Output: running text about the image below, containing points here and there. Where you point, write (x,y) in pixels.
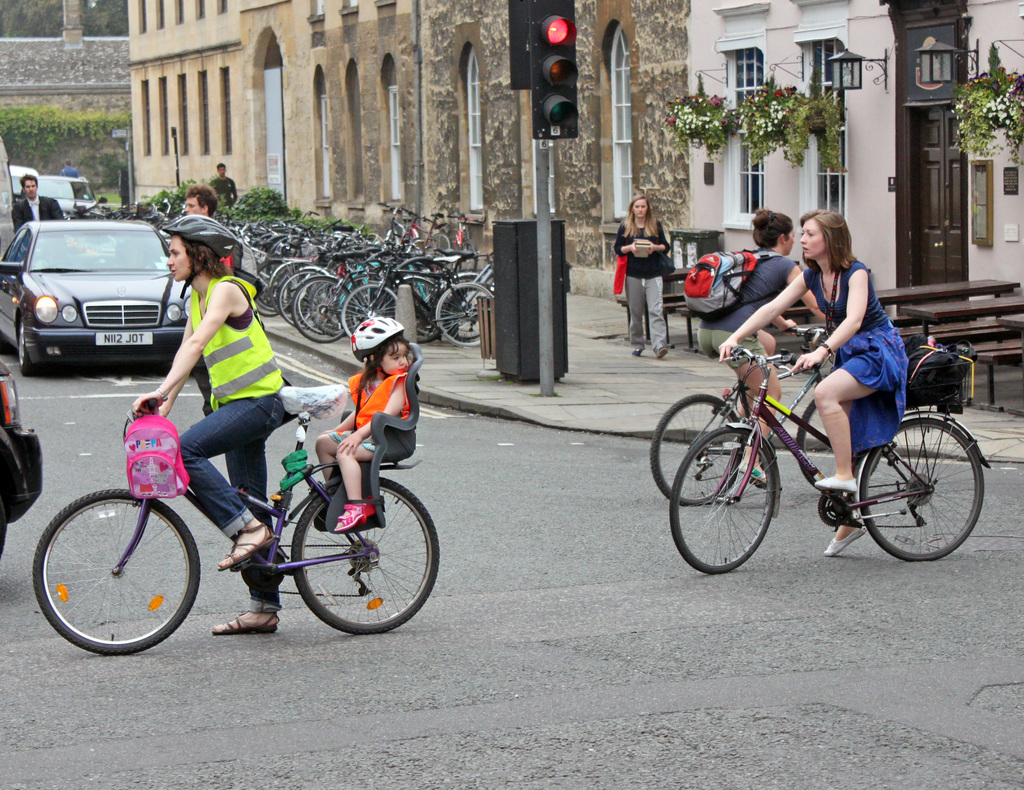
This is a picture outside the city where a woman (219,356) on bicycle (377,517) with her child (358,453) and a pink color bag (175,446) hanging to the bicycle (422,503) on the left (334,480) there are other two women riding bicycles (689,486) and there is a footpath (639,371) over the right with parked bicycles (425,298) and few benches (1019,353) and a woman (638,220) walking over the footpath (649,349) over the right and there is a building (720,74) in the picture where there are few flower pots (793,96) hanging to them and a street light (832,78) to it and on footpath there is a signal light (565,80) and on the left of the picture (67,348) there is a car (134,226) waiting for the signal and few vehicles (73,198) waiting for the signal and there is a wall (75,154) on the top left (24,116) and behind the wall (98,151) there are few trees (36,17).
